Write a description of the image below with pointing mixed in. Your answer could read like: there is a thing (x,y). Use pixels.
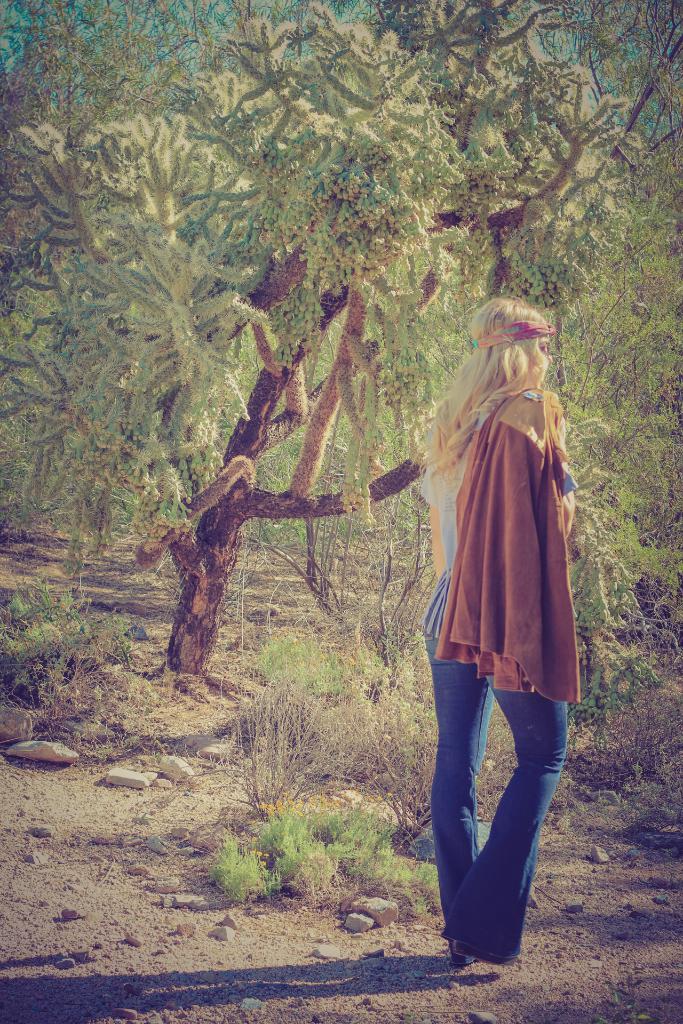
As we can see in the image there are trees (191,178), grass (55,610) and a woman (510,833) holding brown color jacket (493,604).
